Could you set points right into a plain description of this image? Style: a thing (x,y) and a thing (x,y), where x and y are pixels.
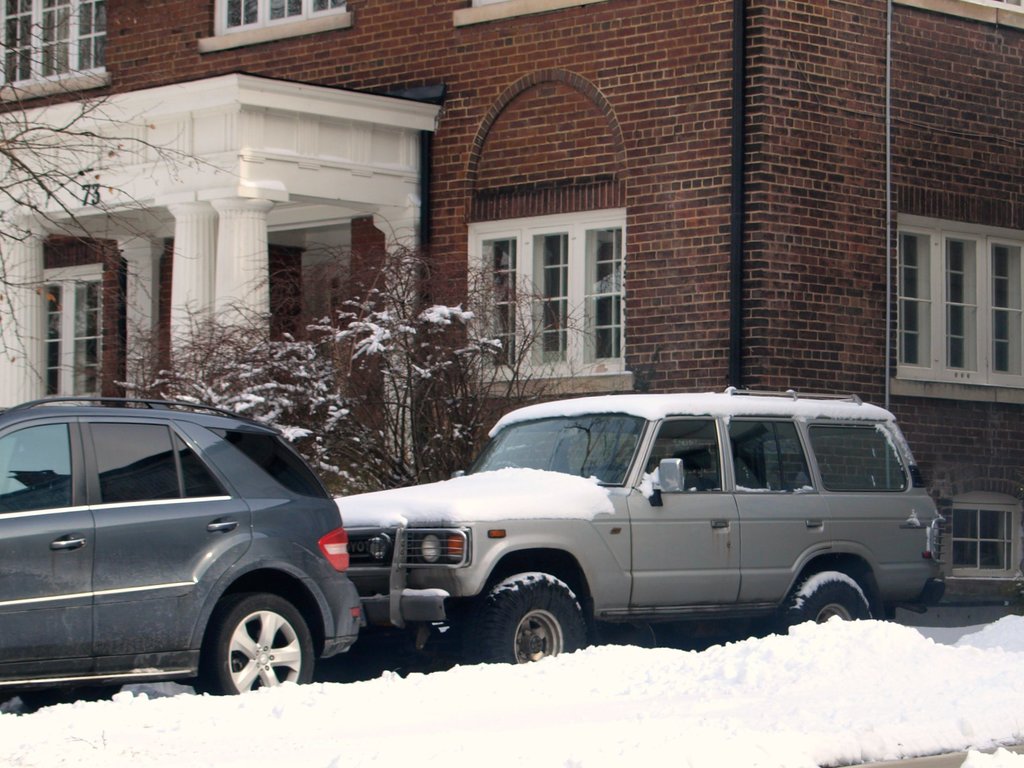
In this picture we can see a few vehicles (593,473) on the path (391,638). We can see the snow (697,660) at the bottom of the picture (954,654). There are a few plants (206,382). We can see some pillars (18,317), windows (312,3) and a brick wall (615,150) is visible on the building (412,3).
